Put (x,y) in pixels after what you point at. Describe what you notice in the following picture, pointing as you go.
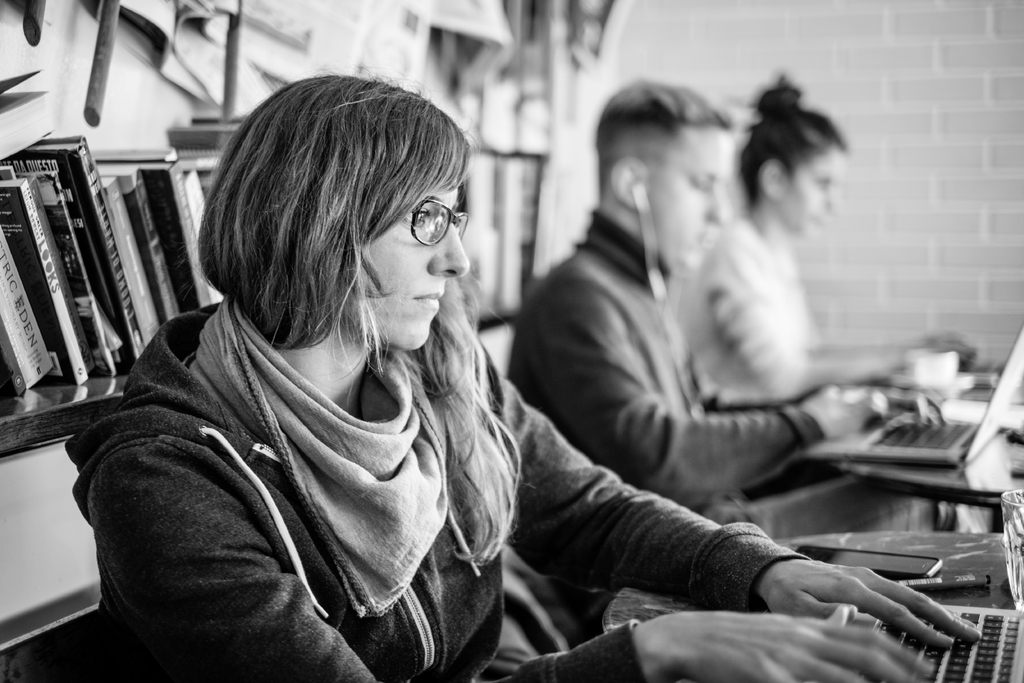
This image consists of three persons (671,658). They are working on laptops (945,451). In the front (304,583), the woman (304,574) is wearing a jacket (317,555). On the left (20,254), there are books (64,353) kept in a rack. In the background (1008,10), there is a wall (703,58).
